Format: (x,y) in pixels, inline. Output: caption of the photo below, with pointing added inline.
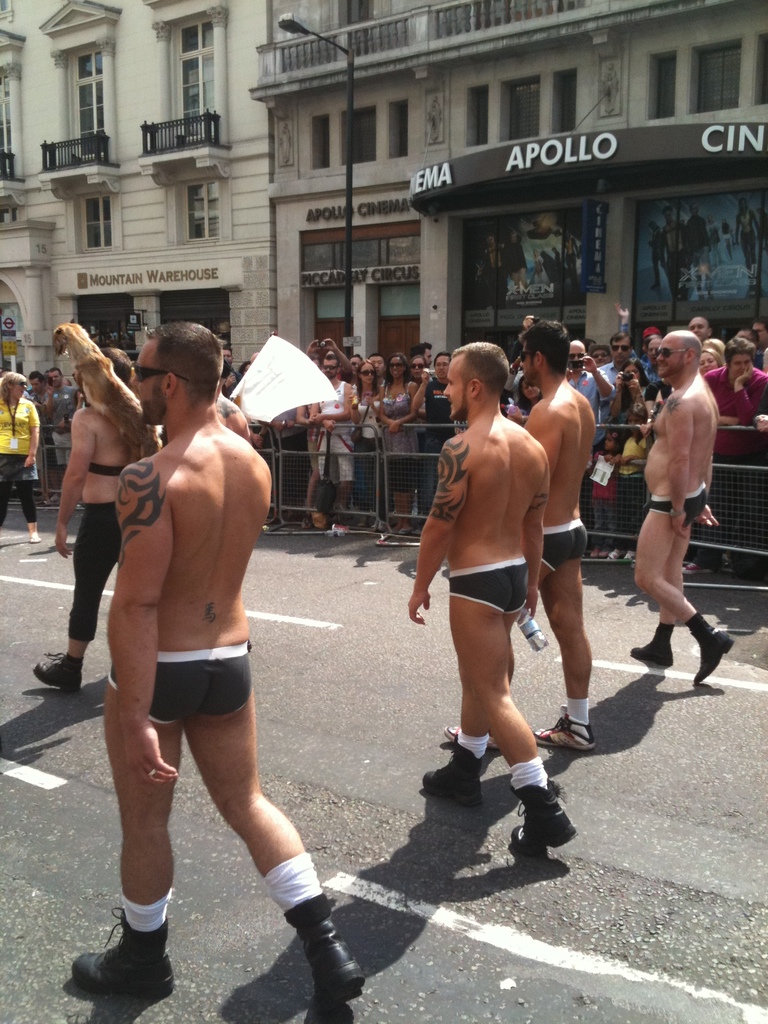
The picture is taken on street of a city (25,343). In the foreground of the picture (182,440) there are people (79,661) walking down the road (12,518). In the center of the picture (340,372) there are people (393,368) standing near barricades (713,484). In the background (223,167) there are buildings (385,185), street light (282,24), windows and other objects (558,240).
